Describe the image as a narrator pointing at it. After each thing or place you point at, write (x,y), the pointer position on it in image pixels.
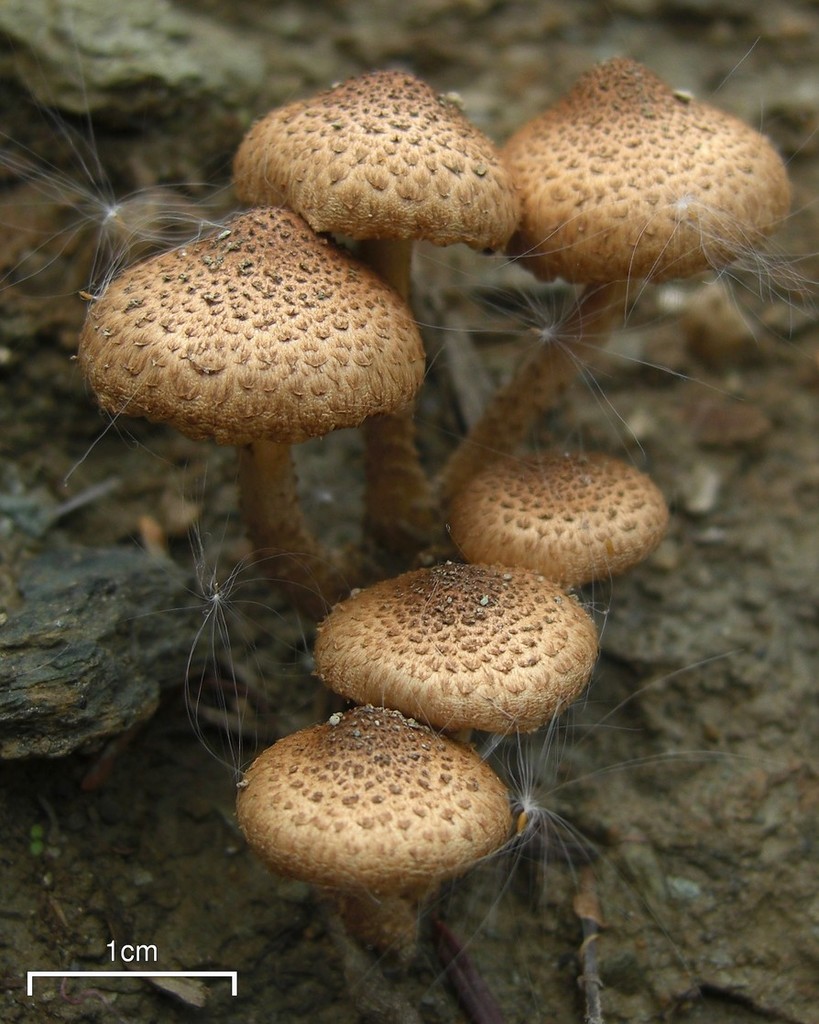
In the center (407,621), there is a group of mushrooms (773,225) on the ground (445,895). In the background (733,95), there are stones (159,108) on the ground (811,634).
